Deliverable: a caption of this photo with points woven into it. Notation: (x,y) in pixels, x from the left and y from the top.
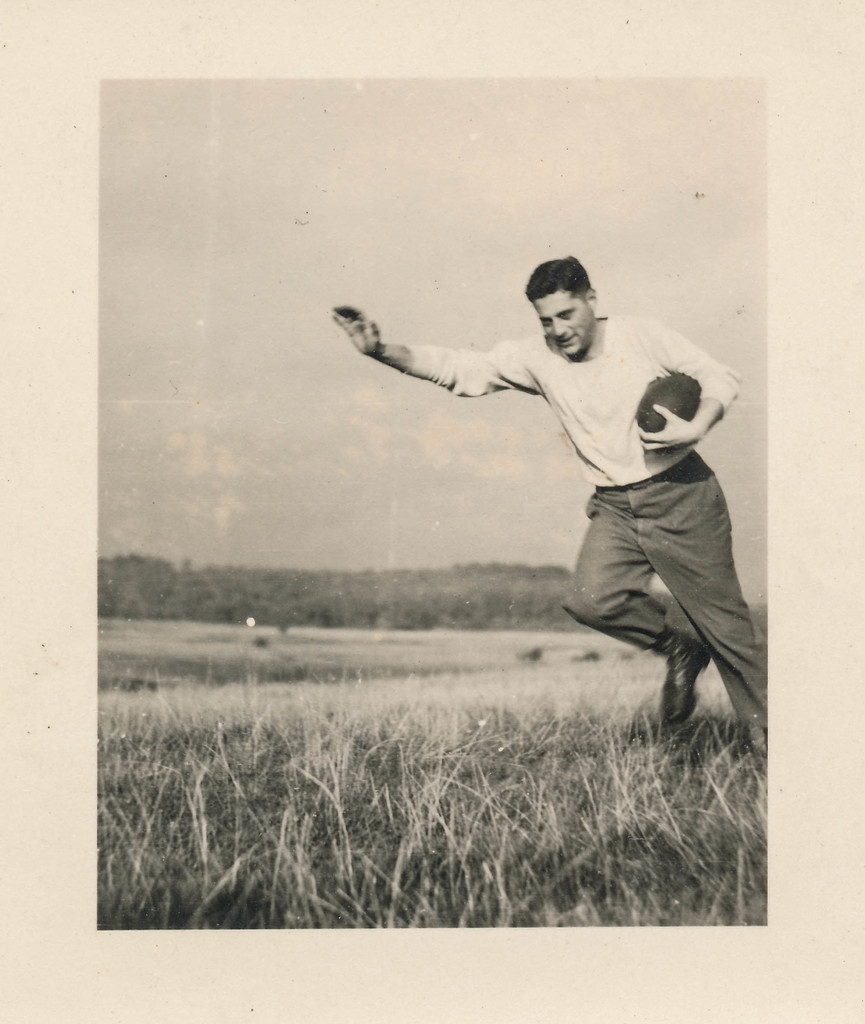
This is a black and white image. On the right side of the image (728,663) we can see person (662,524) running on the ground (344,652) holding a ball (663,395). In the background (510,497) we can see grass (365,656), trees (285,575) and sky (275,445).
